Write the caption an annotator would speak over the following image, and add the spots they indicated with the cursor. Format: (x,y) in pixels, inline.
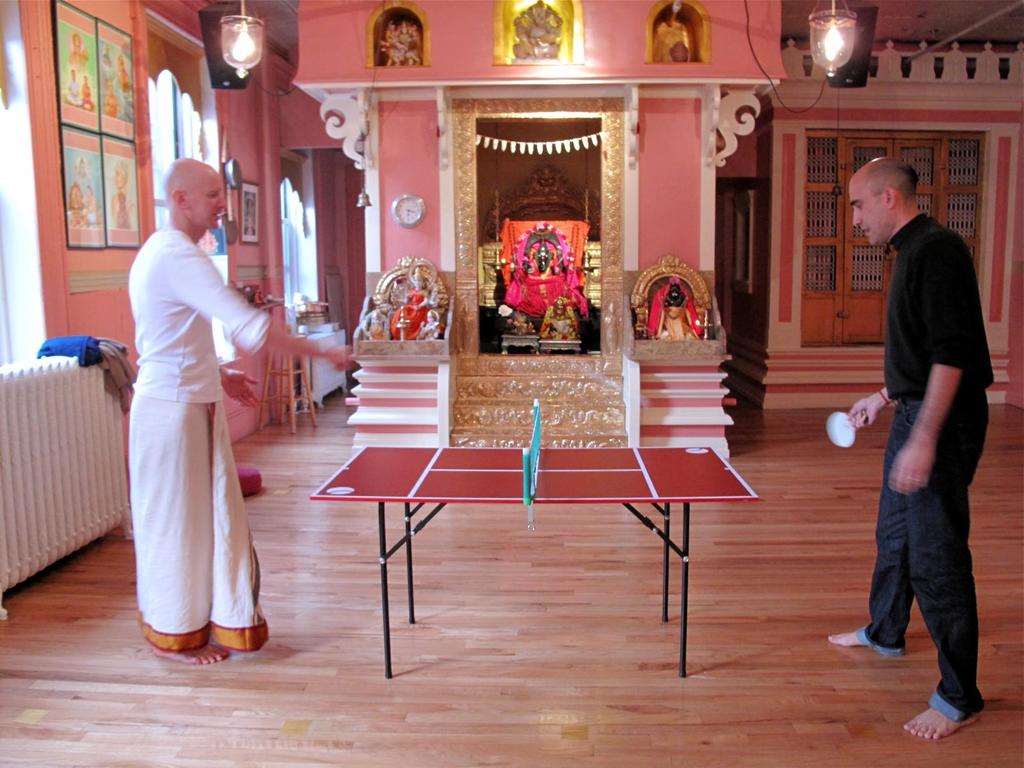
This is a picture of the inside of the temple (540,356). In this picture there are two men (209,276) who are standing. On the background (846,100) there are walls (844,117) and doors (835,214), on the right side (825,248) and on the left side (165,133) there are some windows (186,143) and some photo frames (116,97) are there and on the top (837,36) there are some lights (229,39).
